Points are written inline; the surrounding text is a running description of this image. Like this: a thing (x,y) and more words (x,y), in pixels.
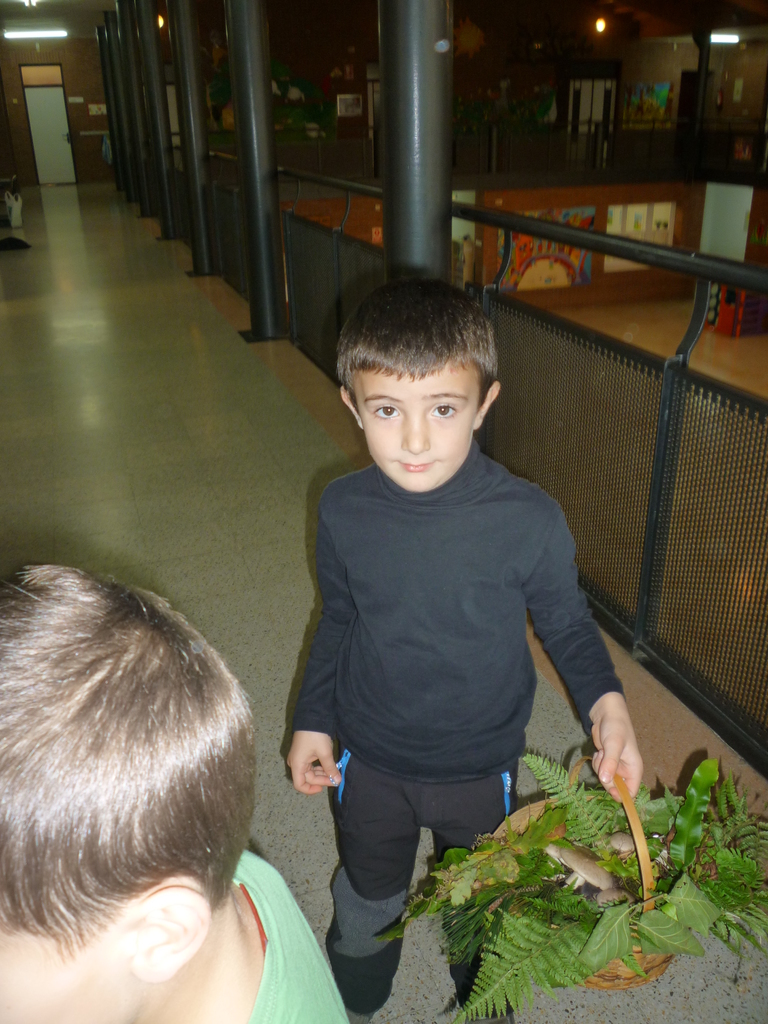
In the center of the image (484,559) we can see a boy (467,563) standing and holding a basket (598,891) containing leaves (593,926). At the bottom (245,947) there is a person (142,812). In the background (404,206) there is a railing (635,399), pillars (133,167), tables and lights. There is a door (50,146).
